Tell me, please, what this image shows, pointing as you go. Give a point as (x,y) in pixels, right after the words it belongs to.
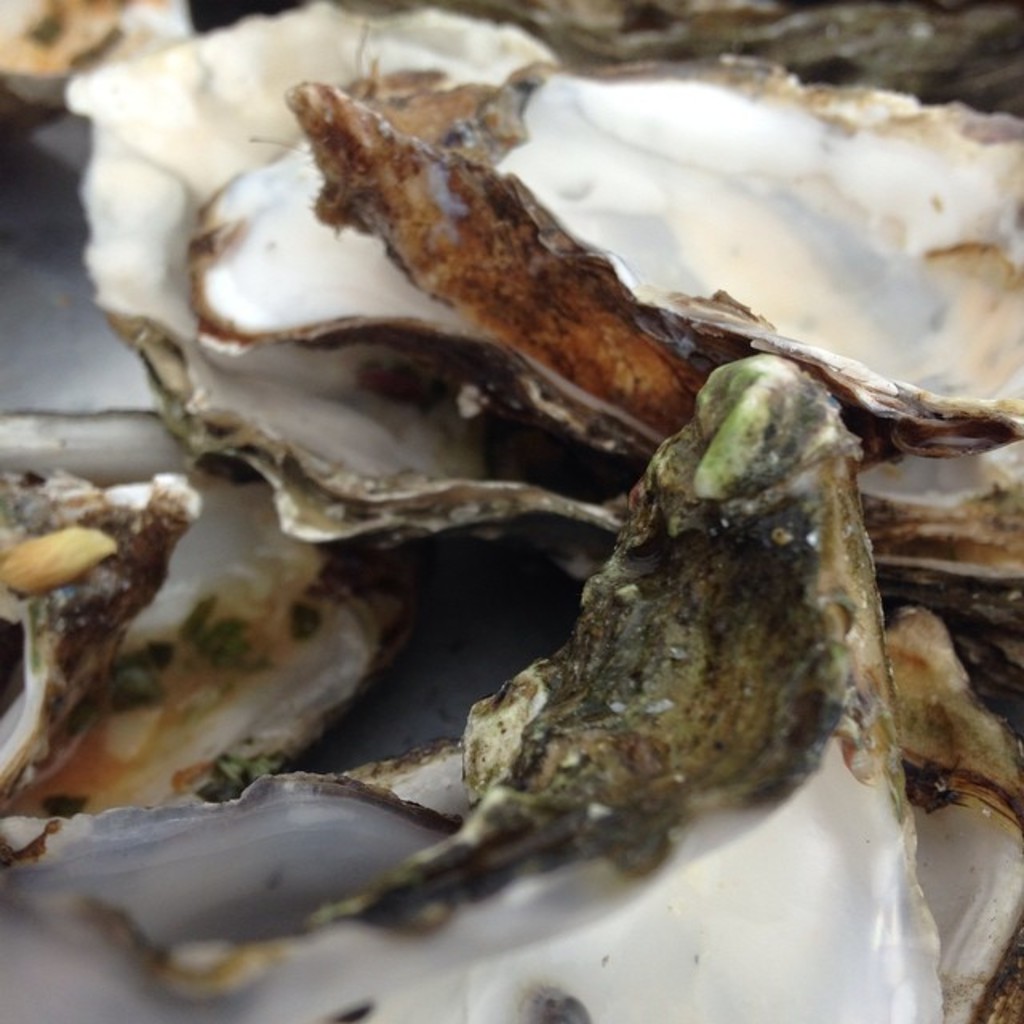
In this image we can see some shells (518,392) on the ground (529,570).
